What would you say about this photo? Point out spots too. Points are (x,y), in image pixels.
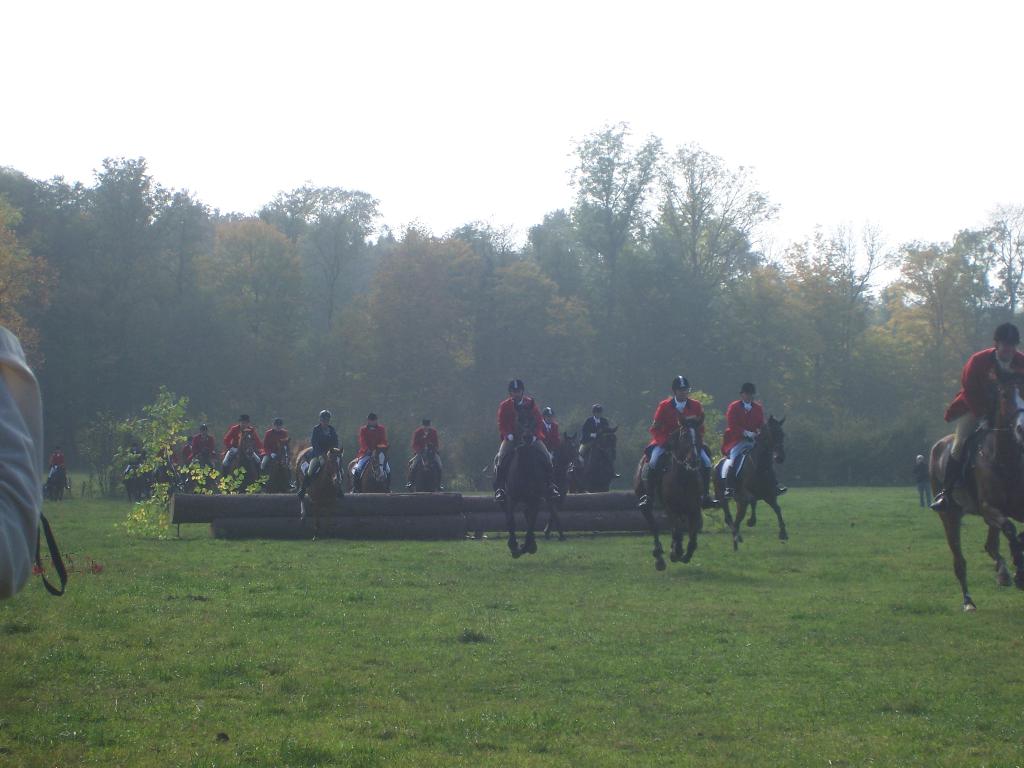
In this image I can see few horses (1009,469) and few people (976,380) sitting on it. They are wearing red color coat (672,422) and black cap (680,390). Back Side I can see a trees (495,291) and wooden logs (363,530) on the garden (344,596). The sky (376,174) is in white color.
